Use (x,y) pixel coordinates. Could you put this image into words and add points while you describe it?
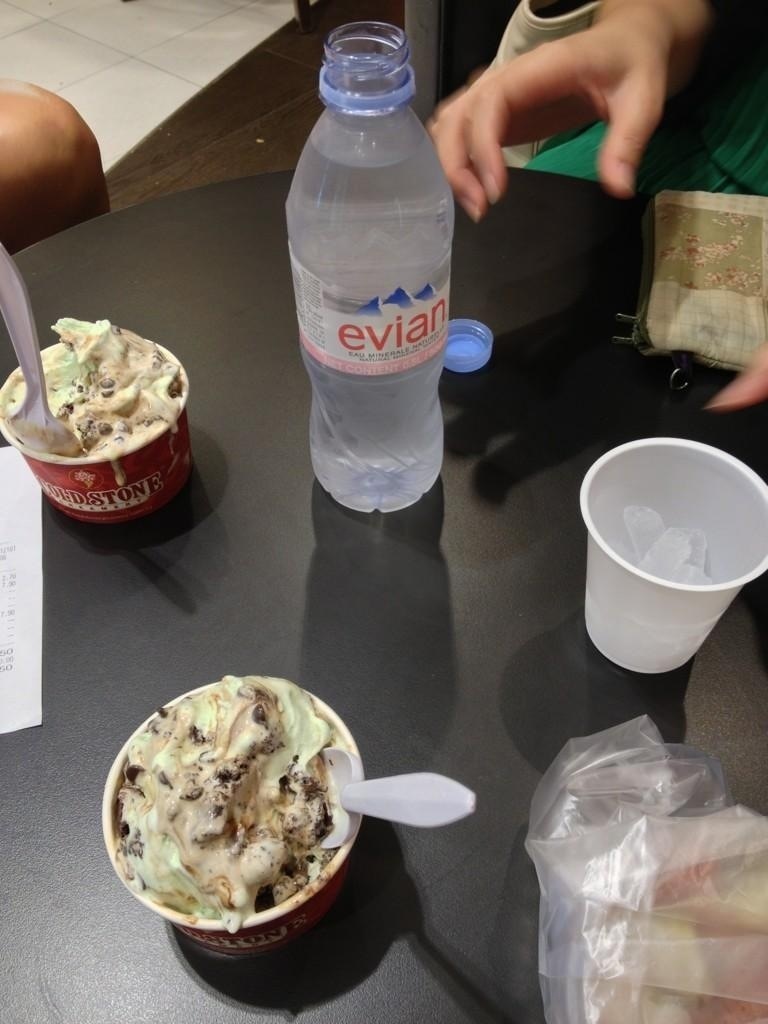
In the center (372,530) we can see table (413,636), on table (391,652) we can see water bottle (393,408), ice cube (692,576) in glass (609,589), plastic cover (634,902), ice cream (212,812), paper (39,648). On the left top (56,150) we can see human leg (61,150). On right top (676,82) we can see human hand (615,141).
